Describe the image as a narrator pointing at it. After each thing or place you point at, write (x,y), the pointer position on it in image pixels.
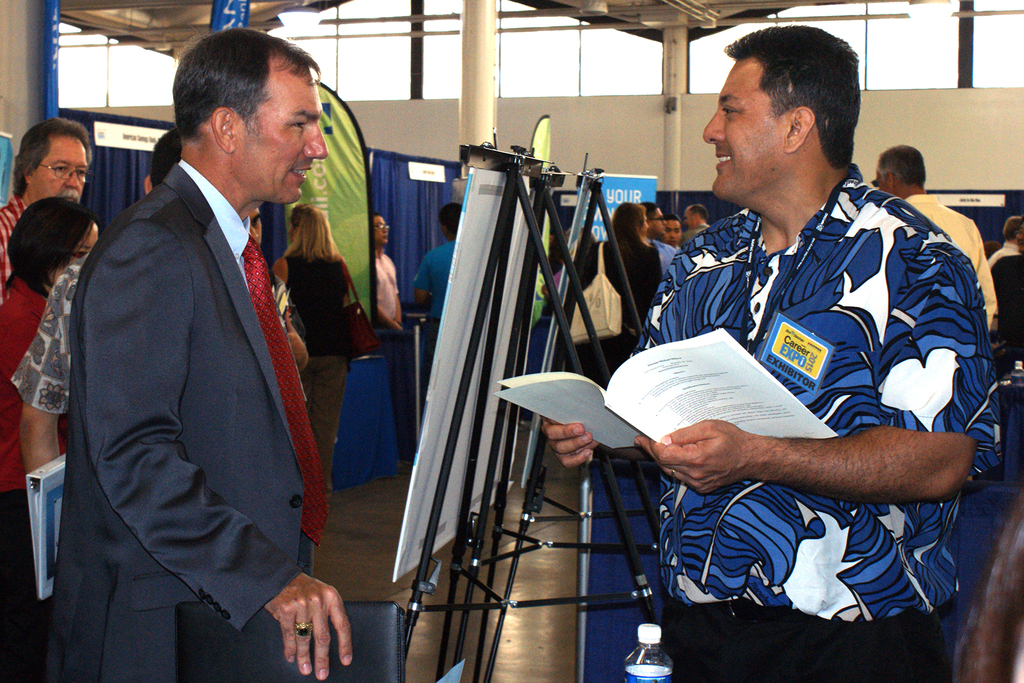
In this image I can see group of people (939,548) standing. In front (760,609) the person (764,623) is wearing blue and white color shirt (766,582) and holding the file (781,414) and I can see few boards (467,241) to the stands (590,322). In the background (567,122) I can see few curtains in blue color and the wall (618,124) is in cream color.
